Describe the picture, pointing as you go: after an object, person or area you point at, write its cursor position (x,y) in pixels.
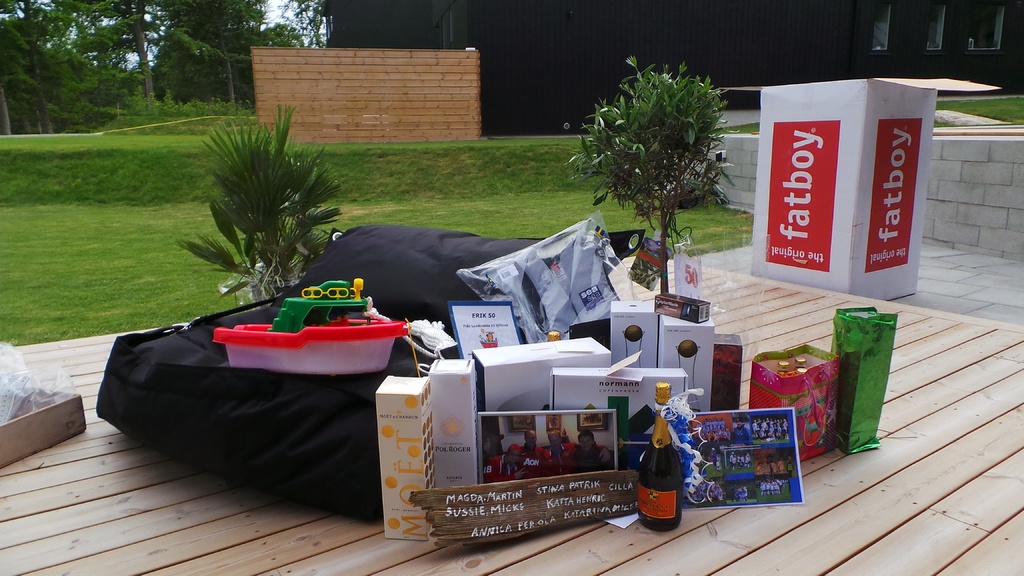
In this image in front (322,430) there are bottles (652,458), photo frames (536,416), bag (373,413), name board (588,486) and a few other objects (603,337) on the wooden board (854,459). Behind them there are plants (289,167) and we can see grass (97,226) on the surface (120,154). At the center of the image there is a wooden fence (380,98). In the background (54,75) there are trees (190,29) and buildings (773,1).
